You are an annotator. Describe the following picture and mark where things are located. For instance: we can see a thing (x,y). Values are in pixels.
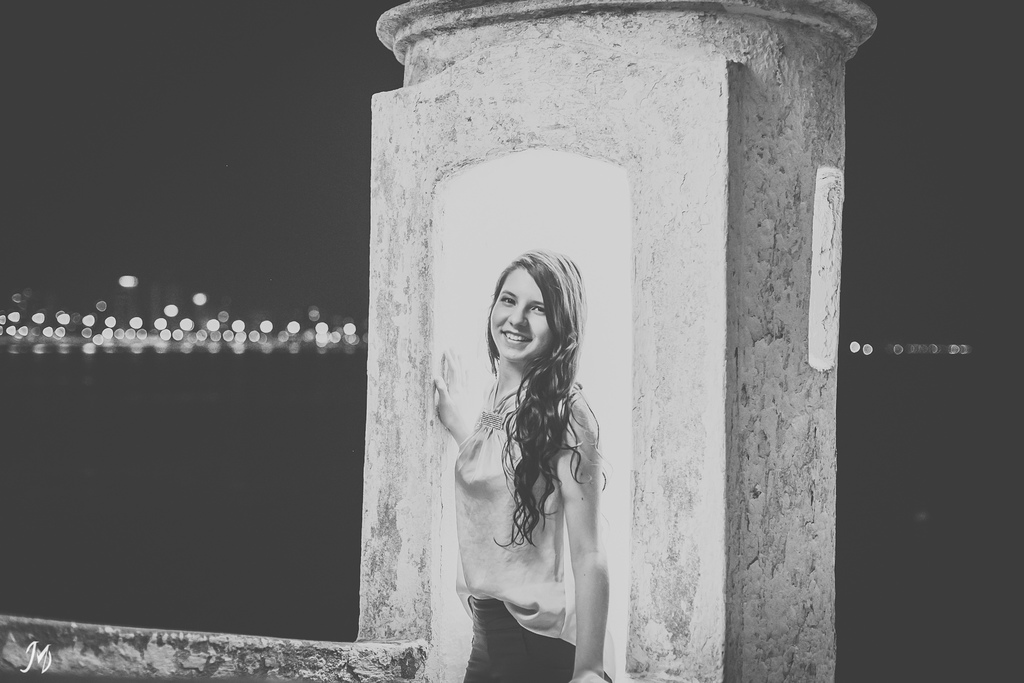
In this picture there is a girl (530,310) in the center of the image (523,448) and there are lights (208,334) in the center of the image (358,332), in the background area (260,325).
